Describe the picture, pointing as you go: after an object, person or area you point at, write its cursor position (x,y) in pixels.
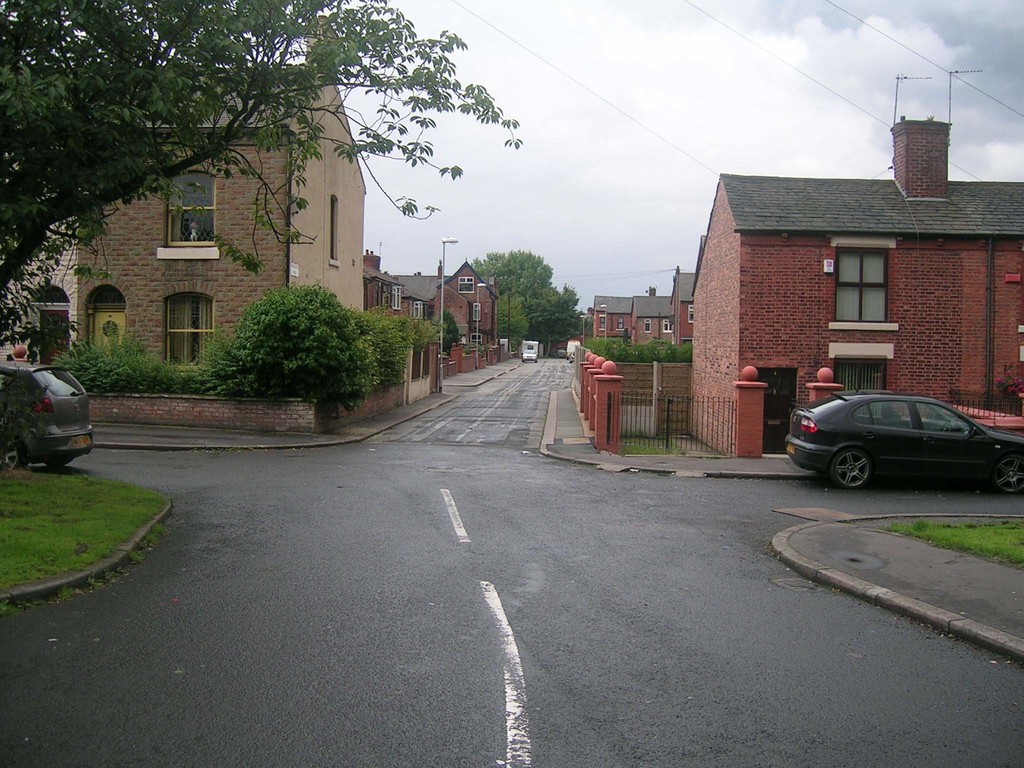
As we can see in the image there is grass (81,489), plants (3,411), cars (75,389), buildings (699,320), street lamps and windows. At the top (618,112) there is sky (818,23) and clouds (753,19).
